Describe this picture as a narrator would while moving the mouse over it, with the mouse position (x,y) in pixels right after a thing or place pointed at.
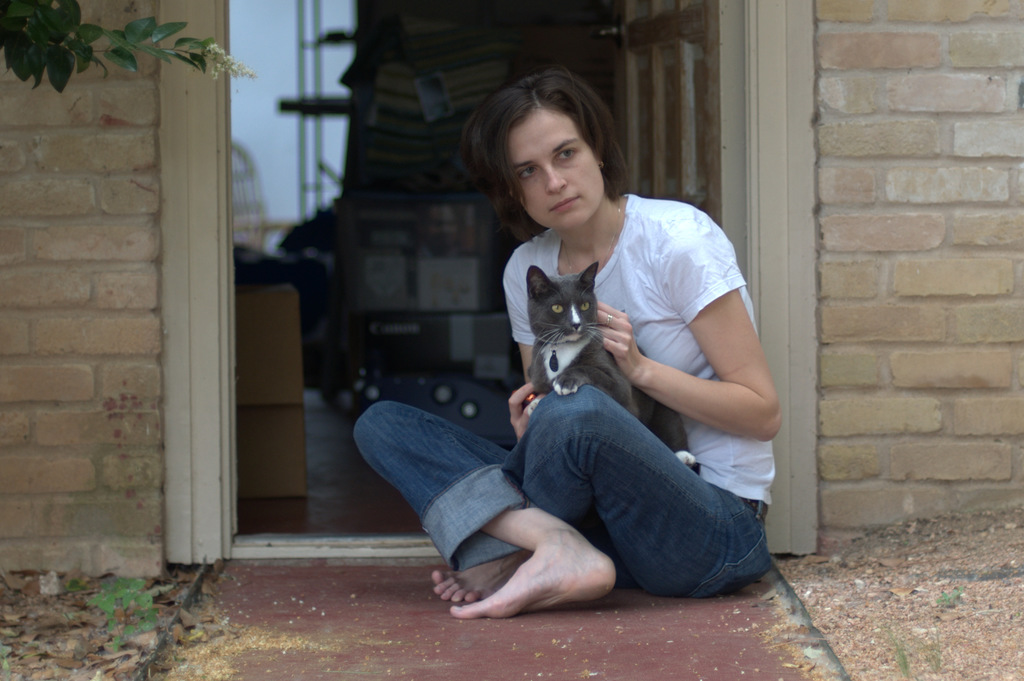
this picture shows a woman (436,524) seated on the floor (502,670) and holding a cat (593,373) in her hand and we see a house (911,84) and a tree (16,3).
